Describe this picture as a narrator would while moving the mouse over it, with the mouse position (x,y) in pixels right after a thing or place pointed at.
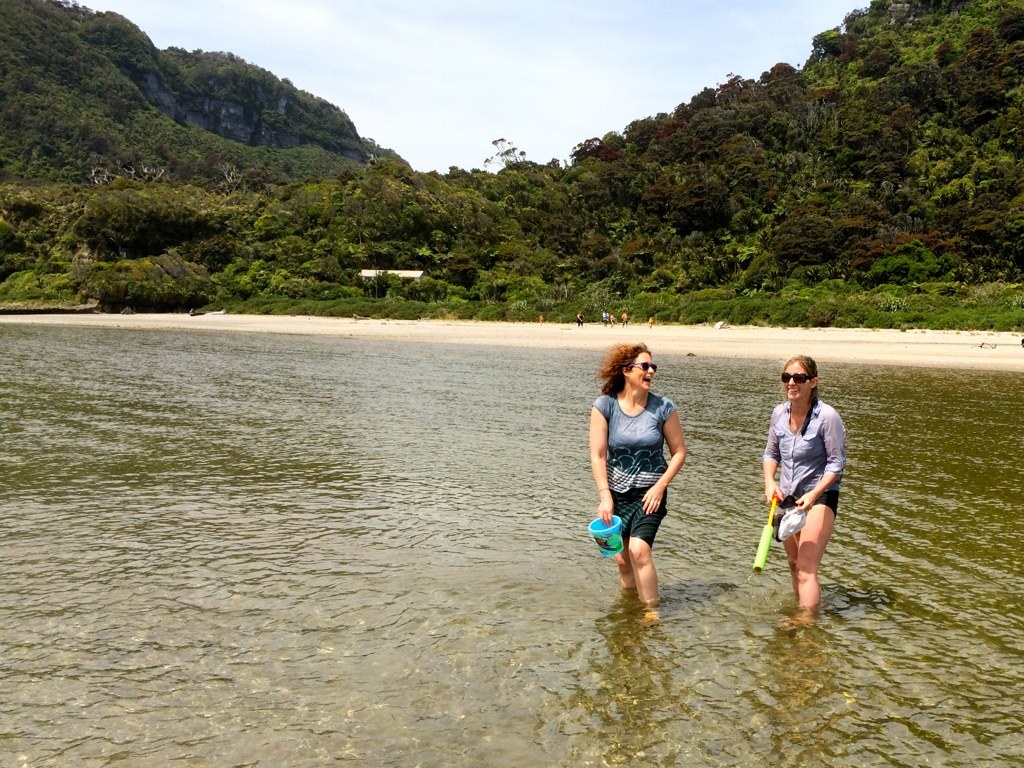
There are two women (803,390) smiling and wore goggles (630,365) and holding objects (789,514) and we can see water (156,360). In the background of the image (306,268) we can see trees (251,143), people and sky (469,38).
